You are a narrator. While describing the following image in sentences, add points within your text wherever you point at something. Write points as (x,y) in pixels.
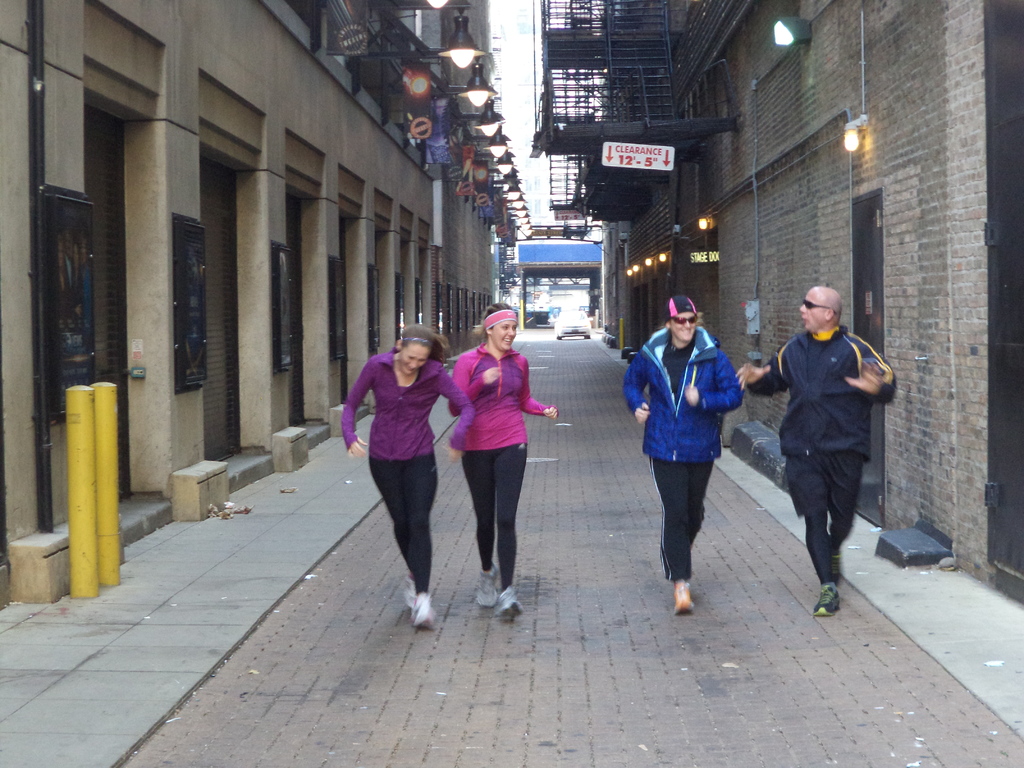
In this picture I can see people (689,366) running on the walk way (609,503). I can see the buildings (307,234) on the left (255,263) and right side (911,281). I can see the lights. I can see the vehicle (585,320) in the background (574,308).
